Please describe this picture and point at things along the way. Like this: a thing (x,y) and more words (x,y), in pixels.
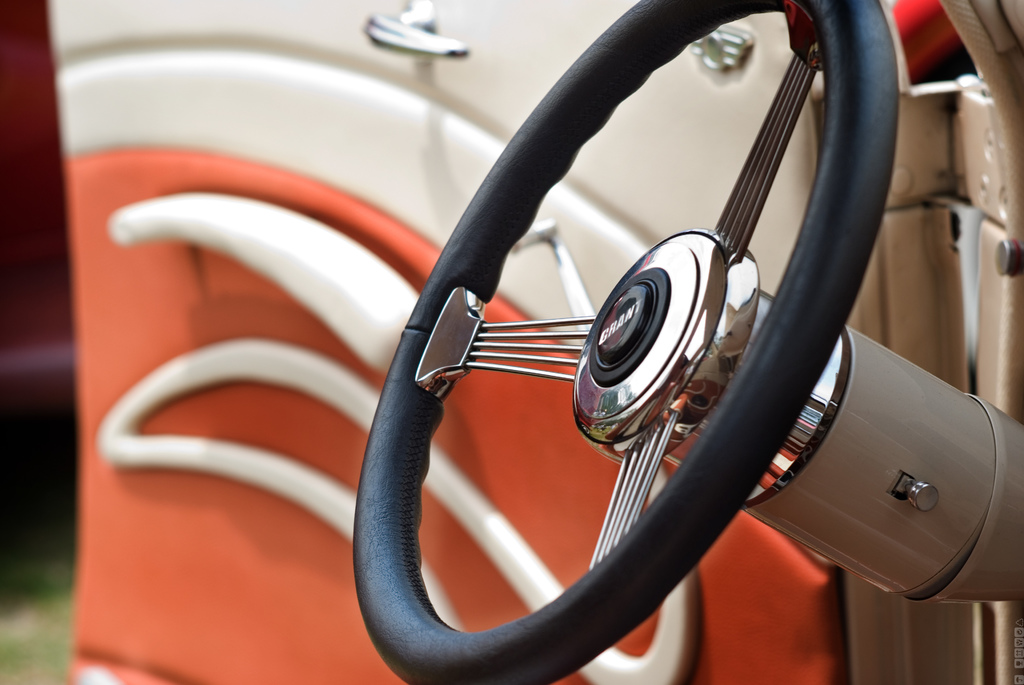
This picture contains the steering wheel (647,365) of the car (610,402). Beside that, we see the door (239,164) of the car (221,414) which is in white and red color.
